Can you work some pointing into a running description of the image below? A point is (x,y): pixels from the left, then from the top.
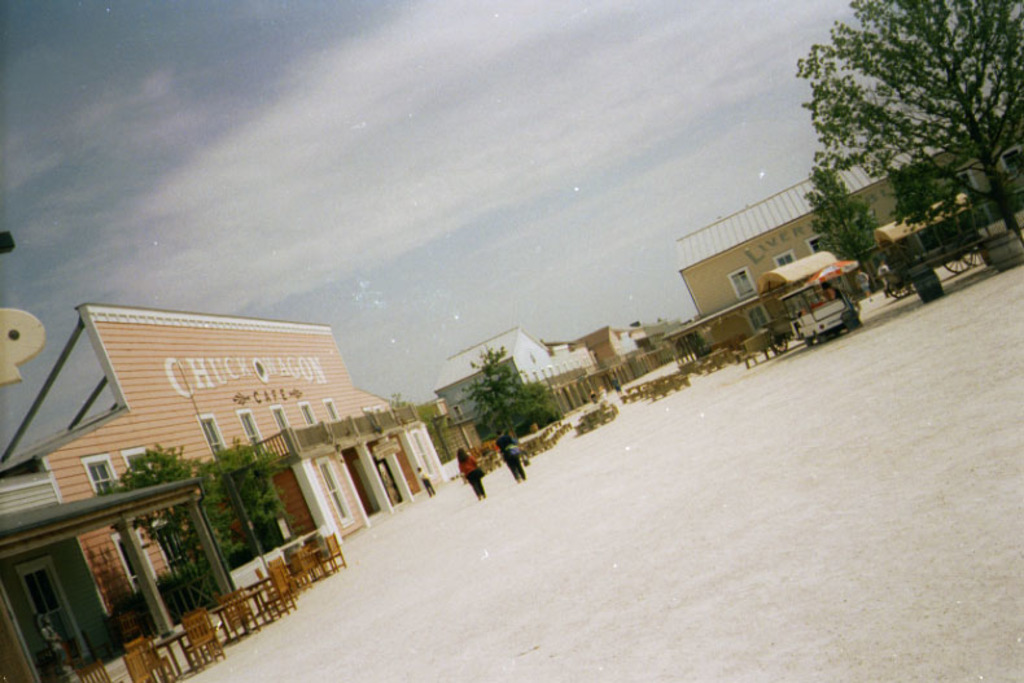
In this image, we can see so many houses (78,624), glass windows (57,599), trees (167,580), pillars (151,601), walls (118,596), chairs (145,682), tables (703,363), benches (650,384). Right side of the image (807,307), we can see few stalls (835,300). In the middle of the image (511,452), we can see few people (482,486). Top of the image (504,189), there is a sky (415,198). At the bottom (670,531), we can see a ground (669,565).
